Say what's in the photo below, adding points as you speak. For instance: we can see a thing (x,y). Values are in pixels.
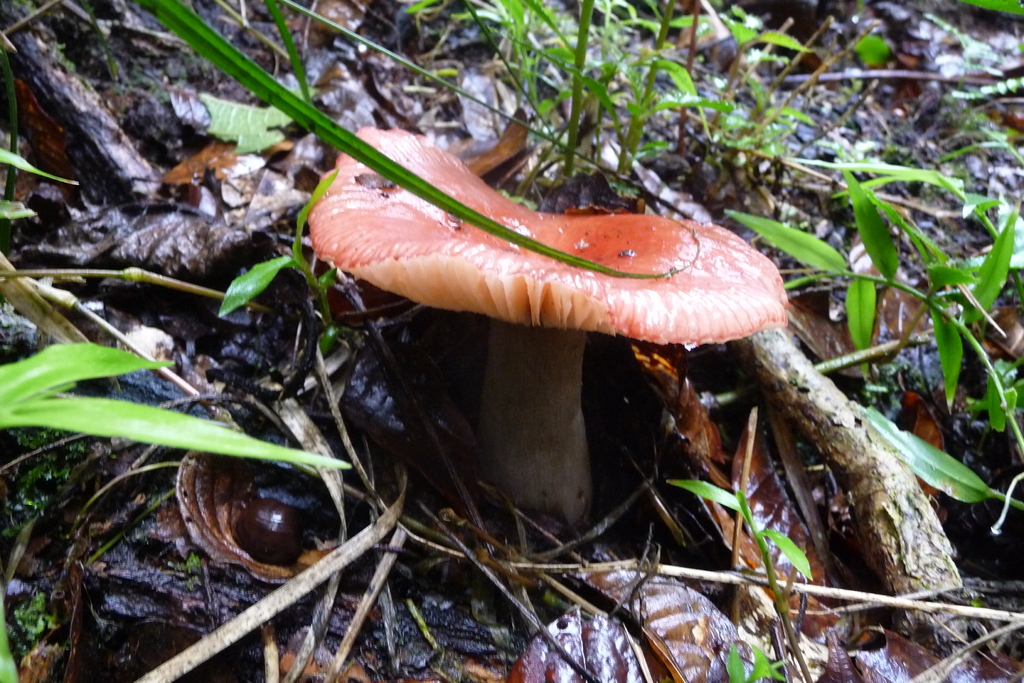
In this image we can see a mushroom (476,283), there are dried twigs (42,59) and leaves (363,25) on the ground (418,47), there are small plants (575,158).
